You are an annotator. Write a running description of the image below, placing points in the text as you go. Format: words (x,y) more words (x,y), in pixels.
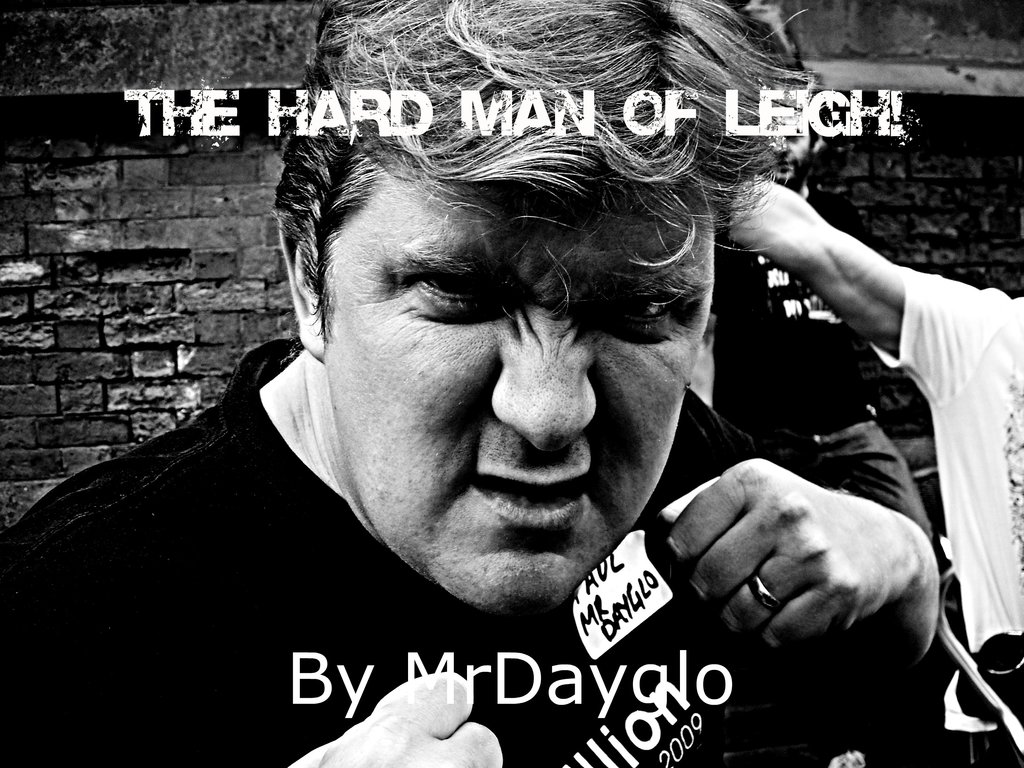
In the center of the image (471,269) we can see a man (331,708). He is wearing a black shirt (331,640). In the background (779,420) there are people (983,412) and a wall (178,195).
